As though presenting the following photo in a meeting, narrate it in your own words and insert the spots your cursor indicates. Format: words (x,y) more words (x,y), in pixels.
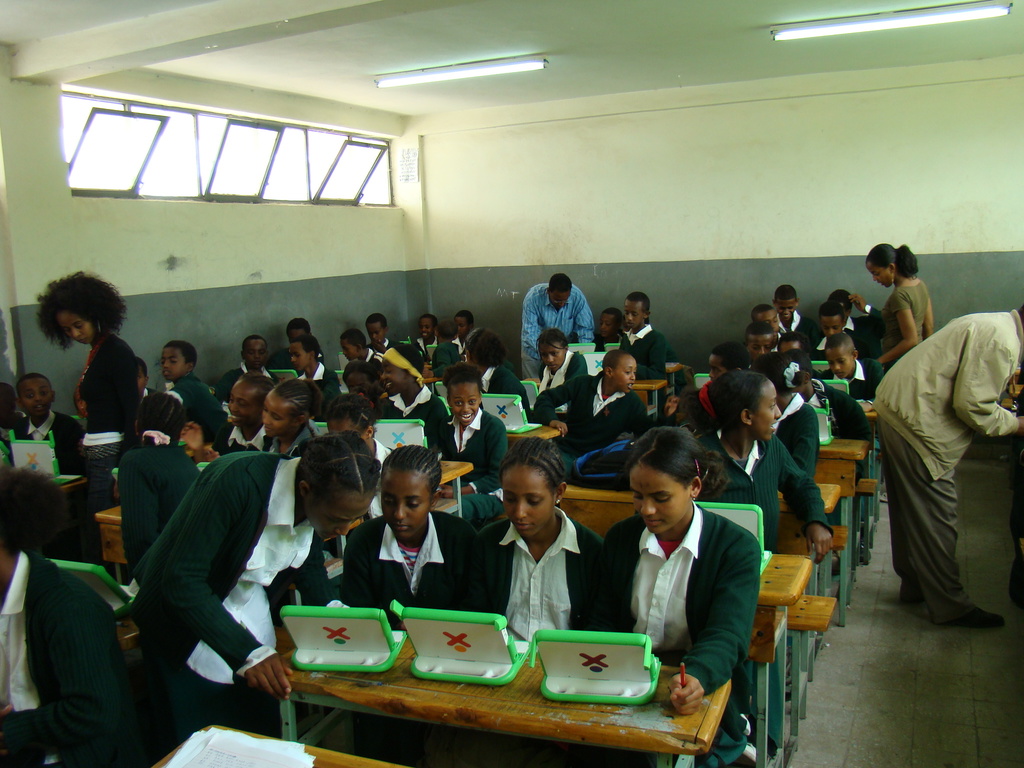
In this image I can see the group of people (341,498) with the white and green color dresses (429,529). These people (516,484) are sitting in-front of the table (429,718). On the table (427,718) I can see the laptops (451,669) which are in white and green color. I can see few people (1005,357) are standing and wearing the different color dresses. In the top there are two lights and I can see the window (201,171) to the left (179,194).
